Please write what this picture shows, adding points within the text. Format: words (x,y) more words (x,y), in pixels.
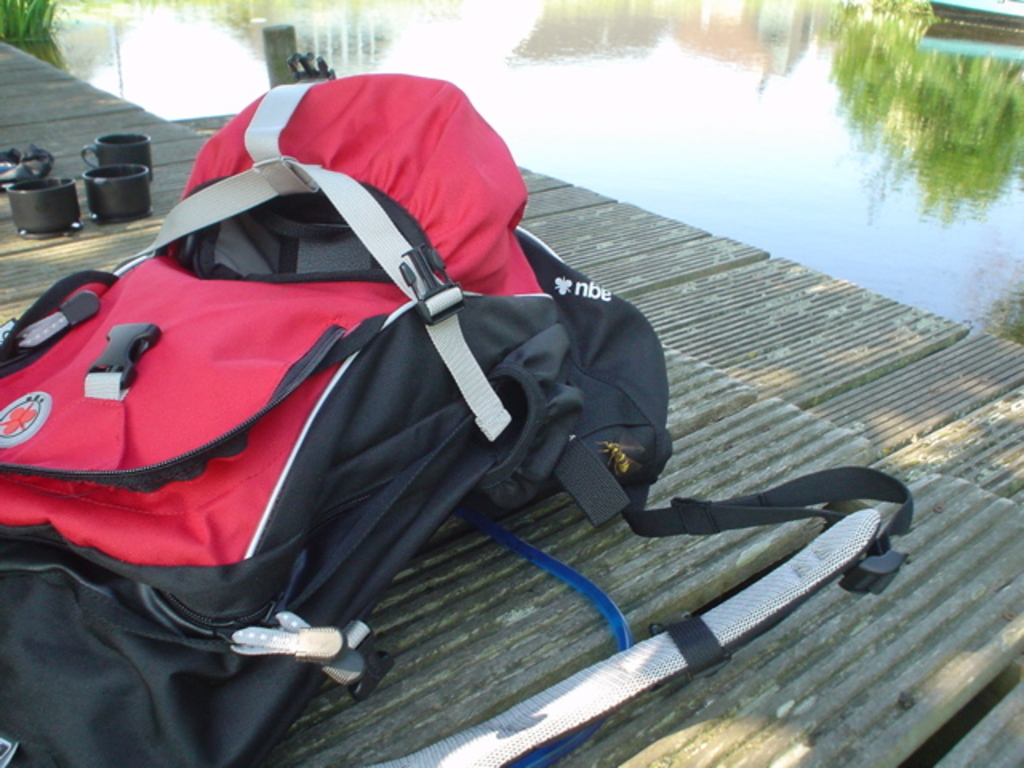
Here we can see a travel bag (289,344) and beside that we can see 3 cups (120,165) and in front of that we can see water (707,54).
